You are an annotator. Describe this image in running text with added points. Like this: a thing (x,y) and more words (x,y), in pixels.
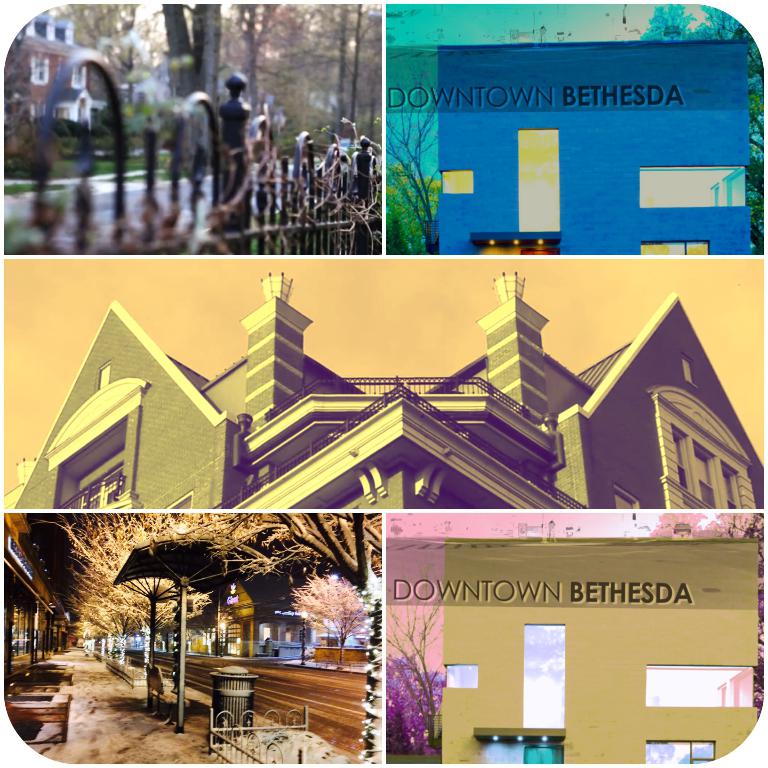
In this image I can see a collage picture in which I can see the black railing (153,141), few buildings (65,53), few trees (143,59), a blue colored building (496,117), few trees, a building (172,396), a bench (49,676), a bin (226,668), few trees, the road (293,686).
